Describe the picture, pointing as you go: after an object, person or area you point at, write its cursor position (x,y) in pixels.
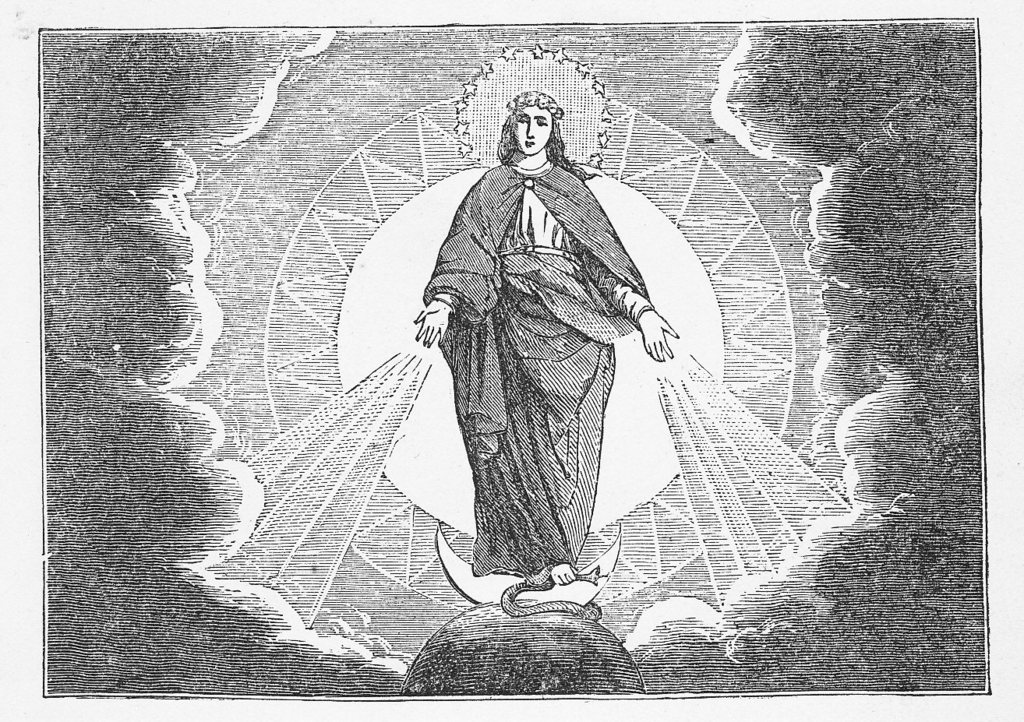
In the picture we can see a pencil sketch (564,279) of a woman (580,486) standing on the half moon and giving blessings with two hands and around a woman (533,489) we can see clouds (835,576).
